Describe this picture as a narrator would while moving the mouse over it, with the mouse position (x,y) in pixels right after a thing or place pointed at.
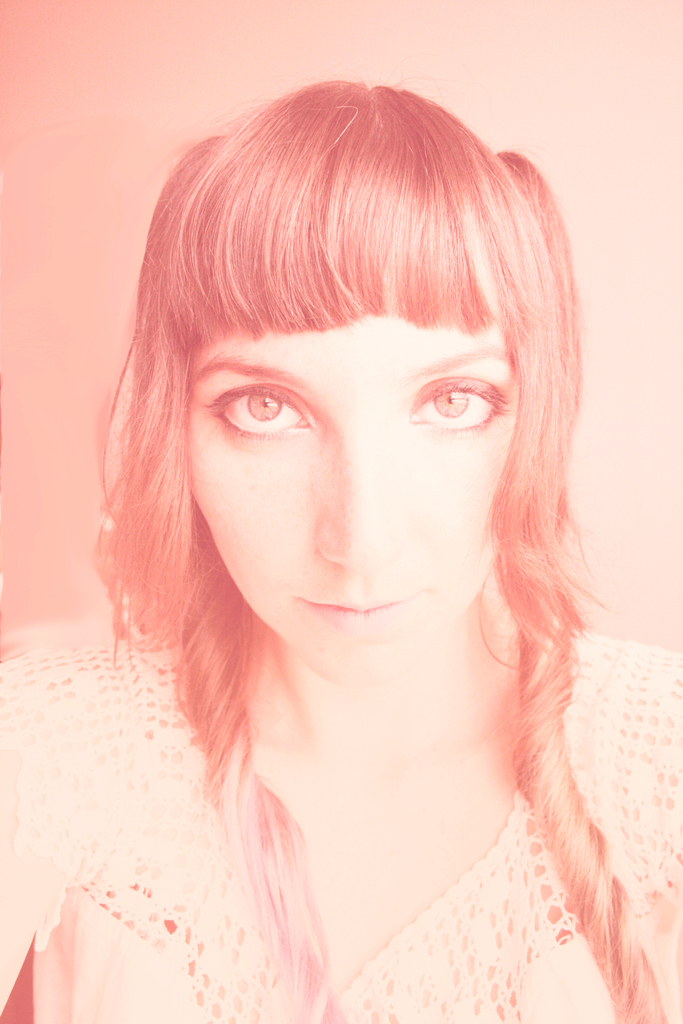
In this image there is one woman (249,497) and there is a light pink background (195,69).
